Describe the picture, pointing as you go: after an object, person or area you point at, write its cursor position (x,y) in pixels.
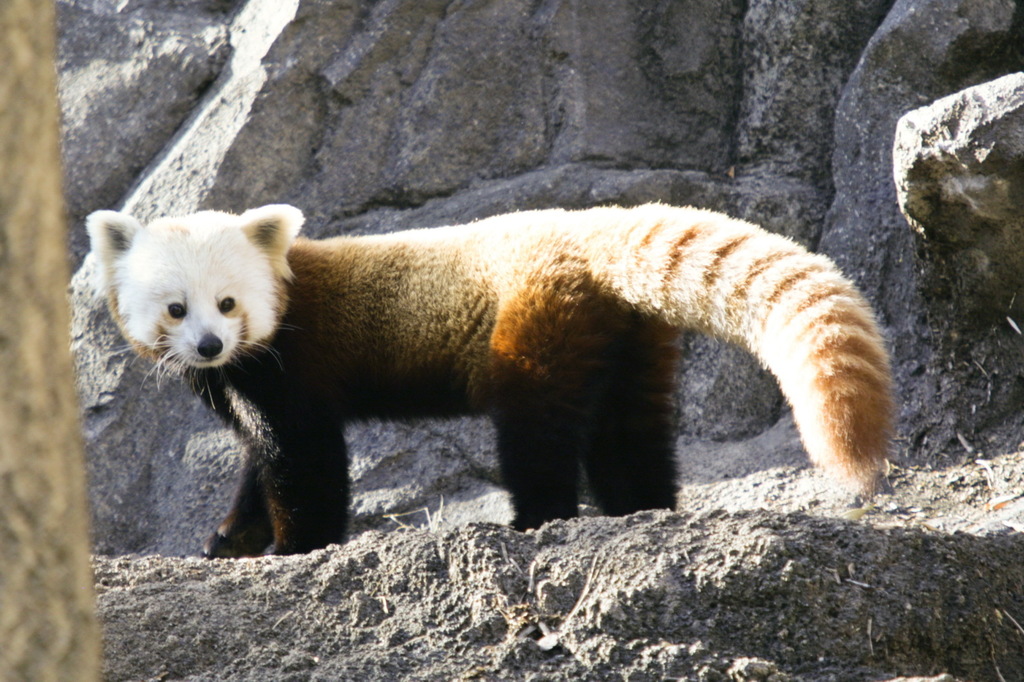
In this image we can see an animal (494,348) standing on the rock (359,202).
